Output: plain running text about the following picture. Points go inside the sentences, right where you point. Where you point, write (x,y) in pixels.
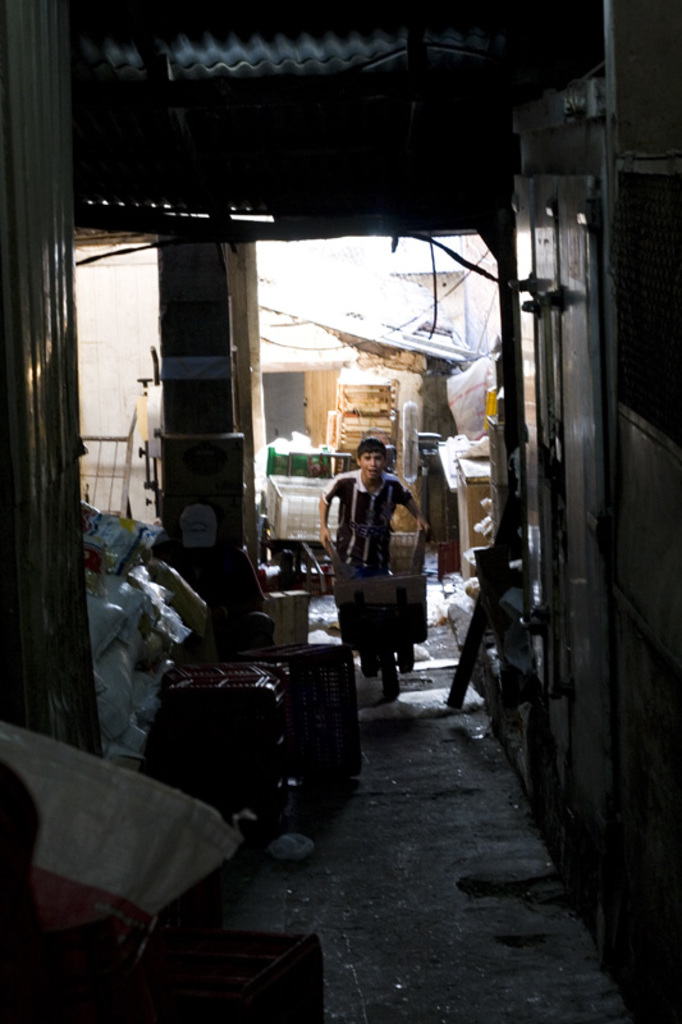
In this picture we can see a man (347,524), bags (143,698), pillars (75,601) and in the background (411,524) we can see some objects (456,556).
